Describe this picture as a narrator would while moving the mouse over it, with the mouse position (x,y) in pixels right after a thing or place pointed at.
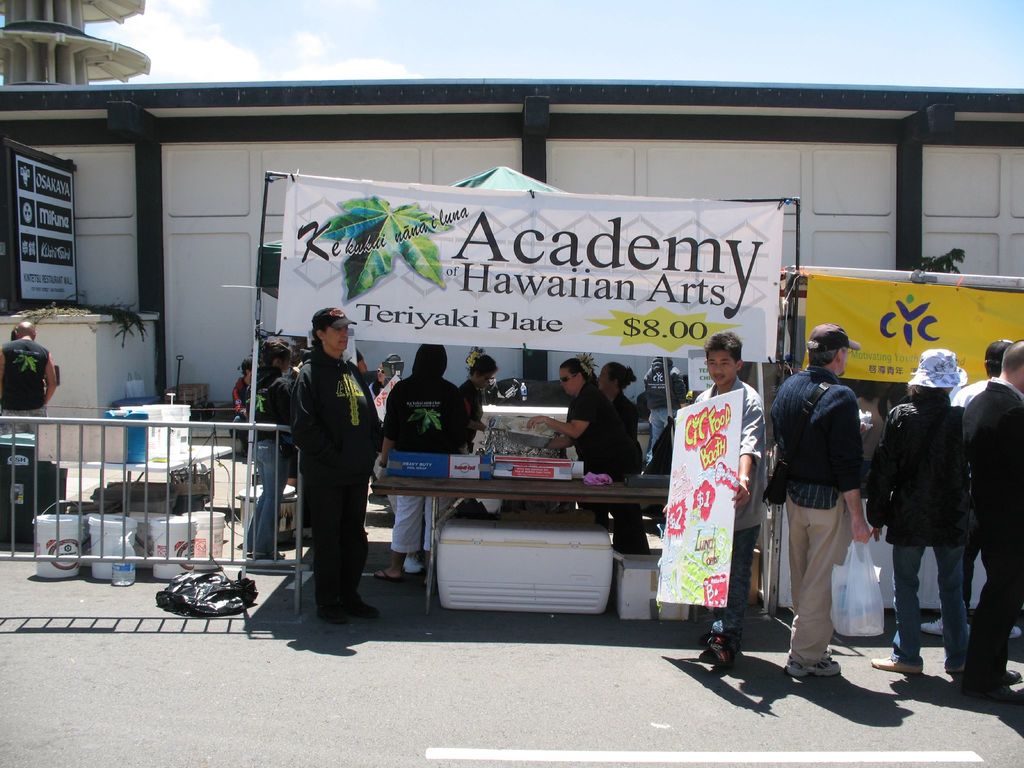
This picture describe about a small art stall (512,486) on the road side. In the front (338,448) we can see women (353,598) wearing a black color dress (331,431) standing near the stall (457,374). Behind we can see a white color banner (431,237) on which "Academy arts" is written. Behind we can see a group of girls (428,378) wearing black color dress (585,392) standing in the stall (769,457). On the right corner (857,446) we can see one woman (924,496) and two men (821,473) standing and watching the stall (456,196).
